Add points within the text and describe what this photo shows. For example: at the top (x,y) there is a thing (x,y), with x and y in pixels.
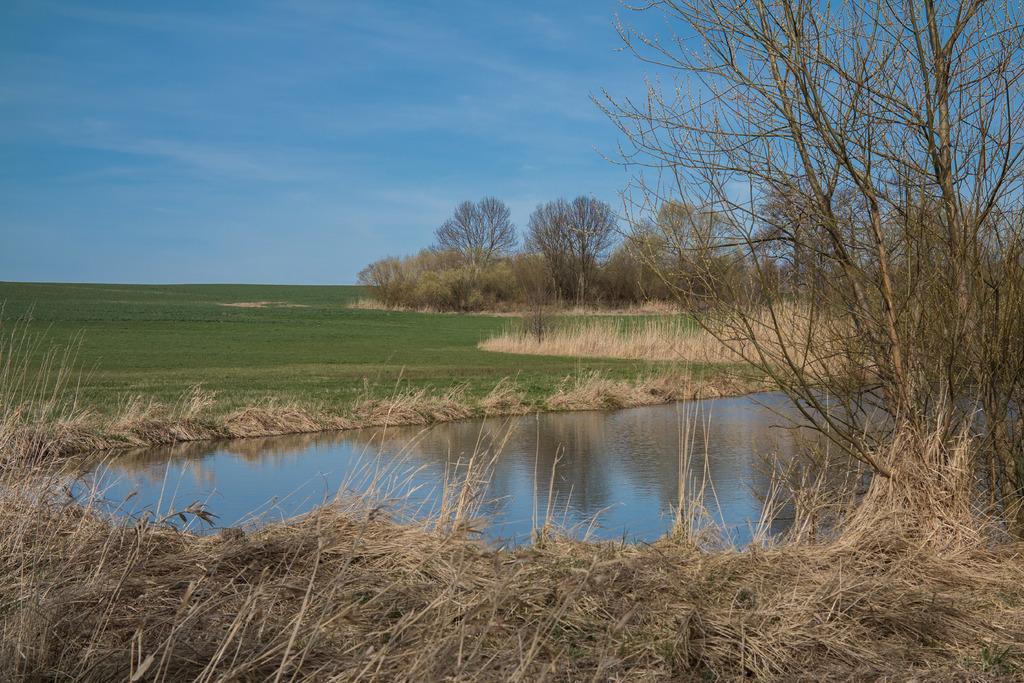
This image is taken outdoors. At the top of the image (145,127) there is a sky (85,108) with clouds (351,153). At the bottom of the image (646,481) there is a pond (343,473) with water (585,471) and there is a ground (198,644) with grass (676,591) on it. In the background (446,262) there are a few trees (674,234) and plants (1021,470) on the ground (9,378).
